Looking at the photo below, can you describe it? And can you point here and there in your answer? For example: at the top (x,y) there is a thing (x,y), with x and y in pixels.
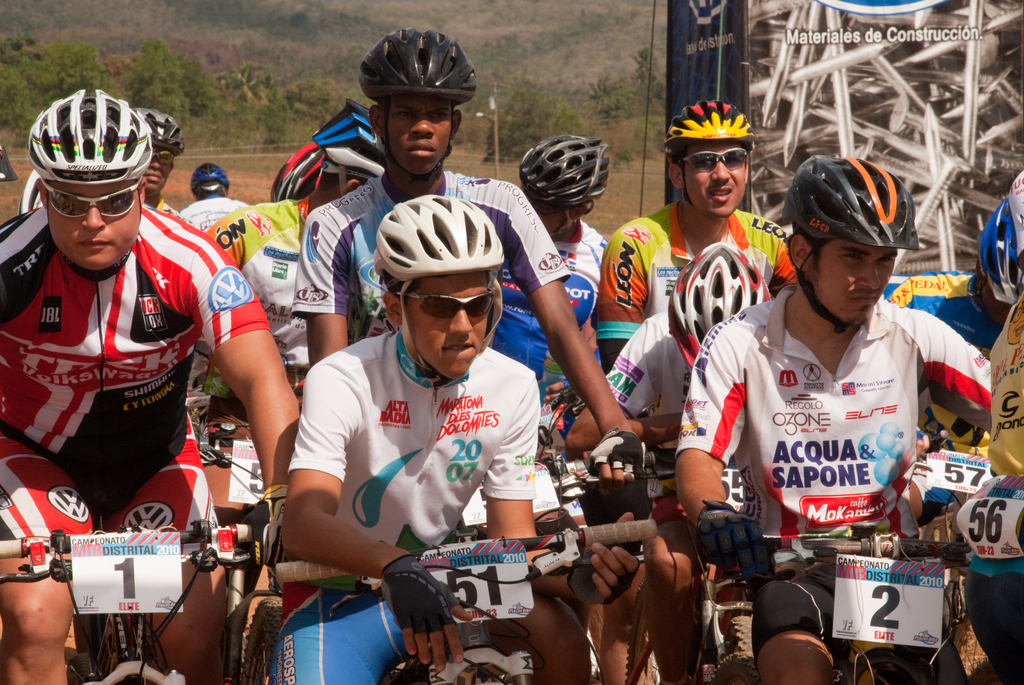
In this image we can see few persons (405,412) are sitting on the bicycles (37,573) and all of them wore helmets (317,164) on their heads (430,149). In the background (473,116) we can see a banner (878,137), objects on a pole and trees (331,98).
